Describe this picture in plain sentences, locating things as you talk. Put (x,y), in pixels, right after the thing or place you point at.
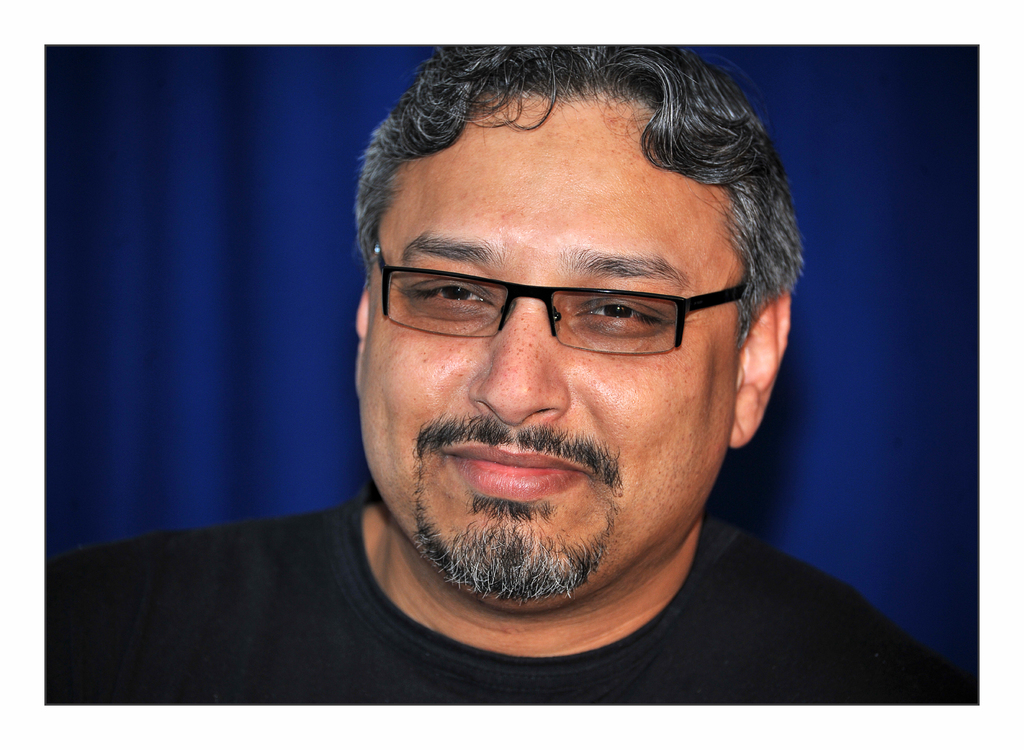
In this image there is one person (527,517) in middle of this image (512,497) and wearing a black color t shirt (374,627), and there is a blue color wall (270,293) in the background (334,324).
